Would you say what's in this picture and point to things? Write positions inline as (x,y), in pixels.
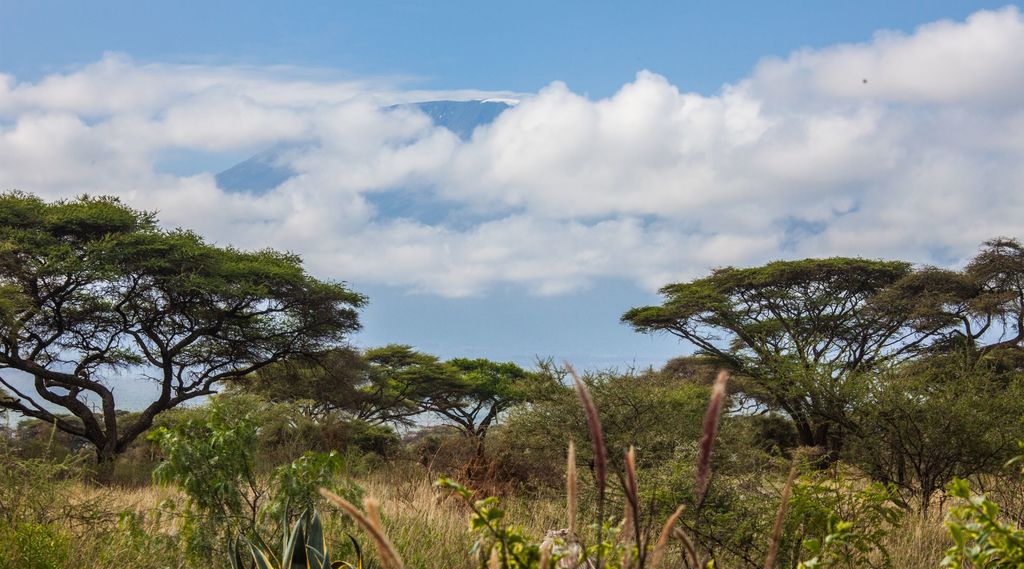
In this picture, we can see trees (76,424), plants (529,449), grass (422,567) and the sky (735,222) with clouds (546,220).
